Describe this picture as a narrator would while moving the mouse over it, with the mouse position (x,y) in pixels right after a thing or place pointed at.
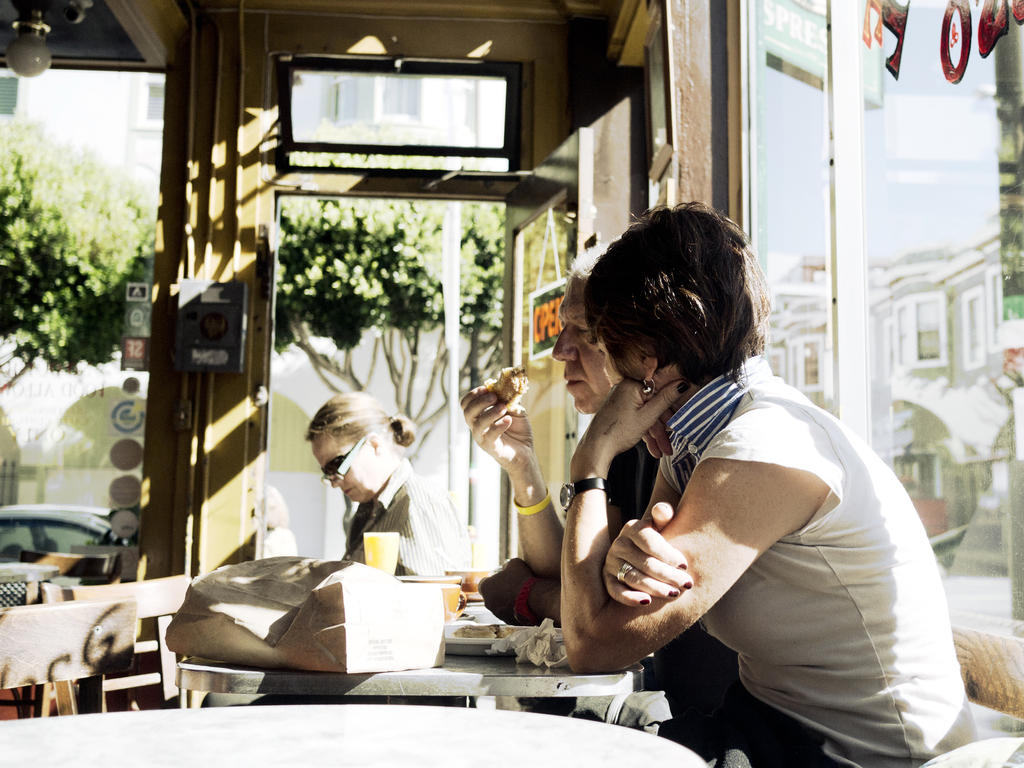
This picture is taken in the restaurant (924,659). In this image, on the right side (901,618), we can see two people (788,463) man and woman (934,633) are sitting on the chair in front of the table (457,679), at that table (496,685), we can see a carry bag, plate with some food (497,626) and a glass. In the middle of the image (382,509), we can see a table (426,747) and a woman (399,486) sitting on the chair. On the left side (197,701), we can see few tables (16,566) and chairs (96,597). In the background (106,495), we can see a glass window (96,503), outside the glass window (114,511), we can see a vehicle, trees (405,362), building (978,293), board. At the top (959,212), we can see a sky (979,212).
